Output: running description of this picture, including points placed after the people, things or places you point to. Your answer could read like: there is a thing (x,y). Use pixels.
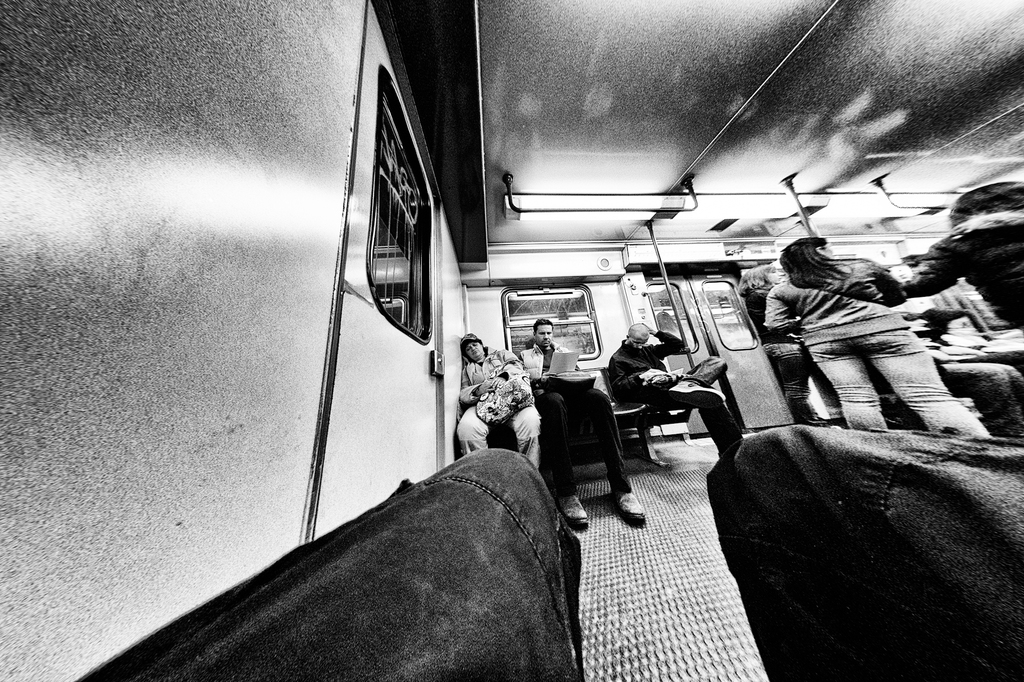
This is a black & white picture. in this picture we can see few persons (810,422) standing and sitting inside a vehicle (664,498). This is a door (732,356). These are windows (540,305).
